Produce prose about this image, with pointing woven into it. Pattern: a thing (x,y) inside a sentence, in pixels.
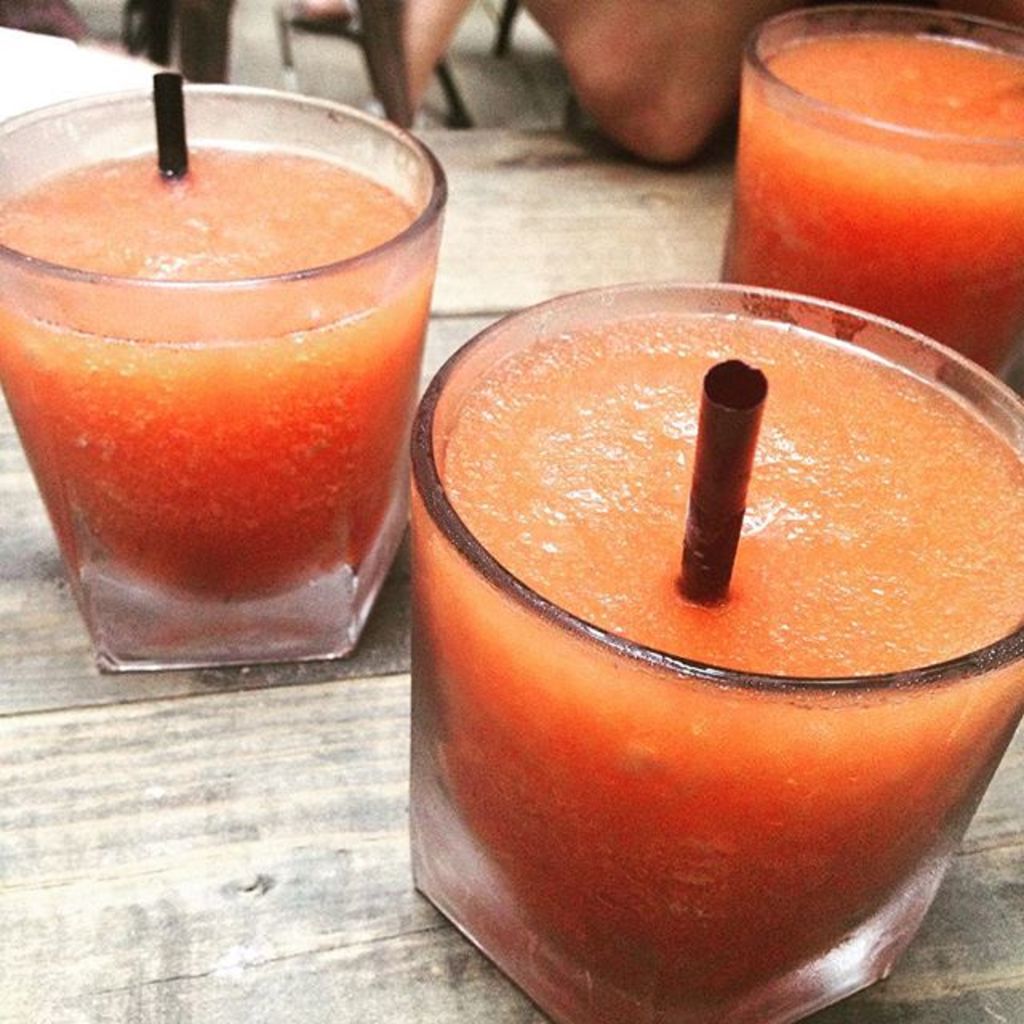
In this image in the foreground (829,469) there are three glasses (746,147), in the glasses (183,294) there is some drink (769,610) and in the background (671,59) there are some person hands (643,66) are visible. At the bottom (199,757) there is a table (374,767).
